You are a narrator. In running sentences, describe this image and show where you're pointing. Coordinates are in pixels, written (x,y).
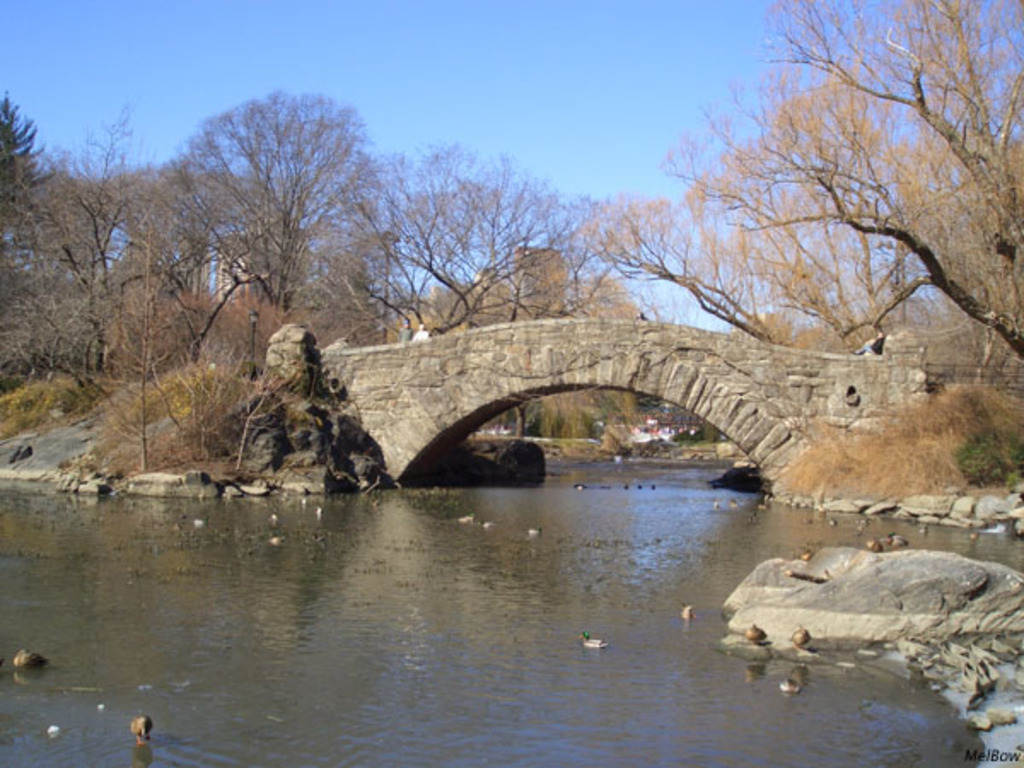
Here we can see water (706,611), birds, rocks (991,581), trees (206,135), and few persons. There is a bridge (656,388). In the background (574,123) we can see sky (680,79).
